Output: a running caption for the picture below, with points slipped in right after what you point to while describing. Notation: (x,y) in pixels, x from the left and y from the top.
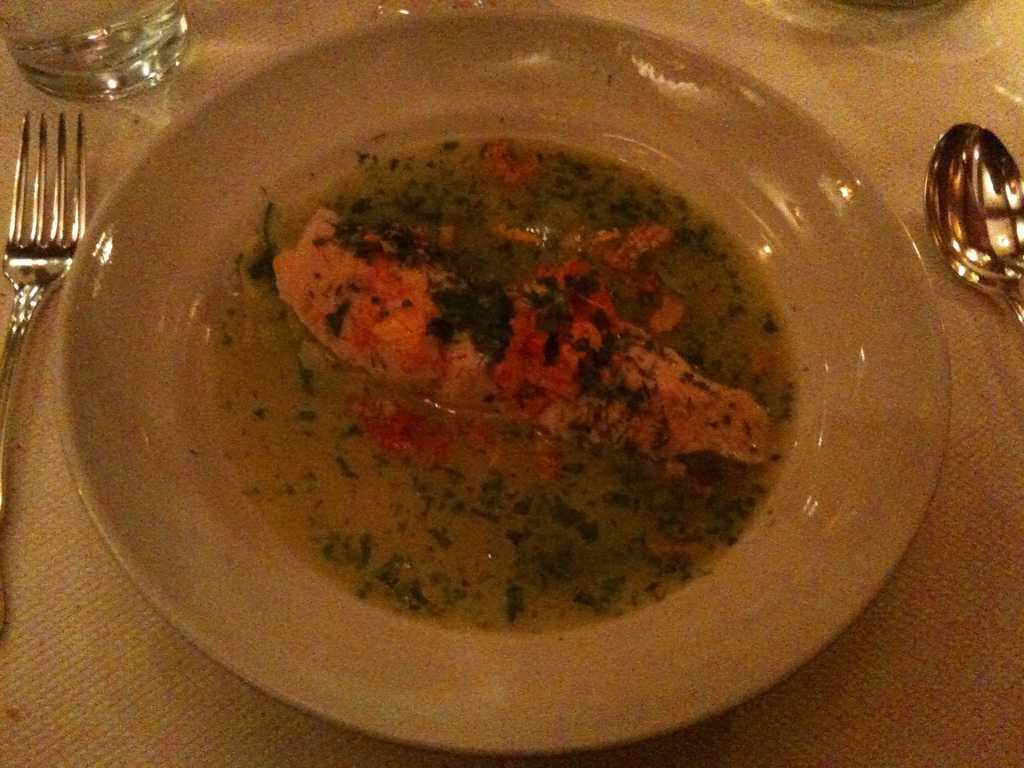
In this image we can see some food (494,497) on the plate (714,170) and there is a spoon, fork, glass (60,53) on the table (903,108).
